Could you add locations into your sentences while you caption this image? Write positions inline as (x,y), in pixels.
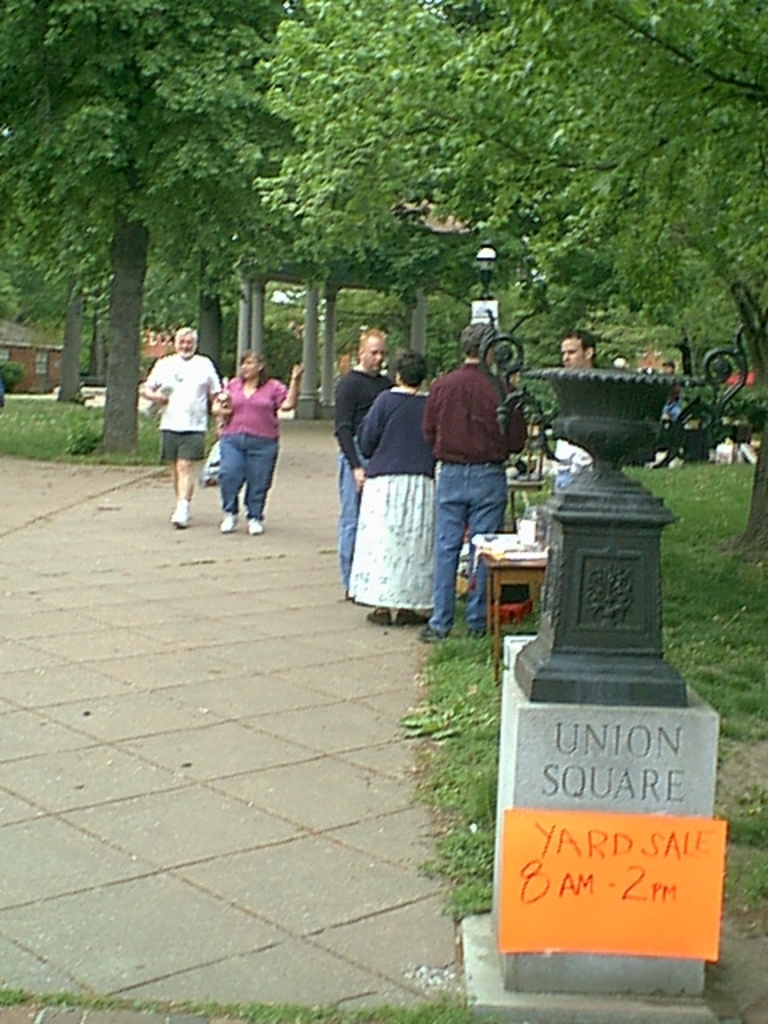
At the bottom of the image (243,692) there is floor (183,598). And there are few people (478,338) standing. On the right side of the image (619,573) there is a pedestal (587,749) with an object (597,693) and there is a paper (557,852) with something written on it. Behind them there are few objects (524,458). On the ground (717,549) there is grass (725,538). In the background (196,262) there are trees (101,353) and also there are pillars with roofs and also there are houses (52,363).
